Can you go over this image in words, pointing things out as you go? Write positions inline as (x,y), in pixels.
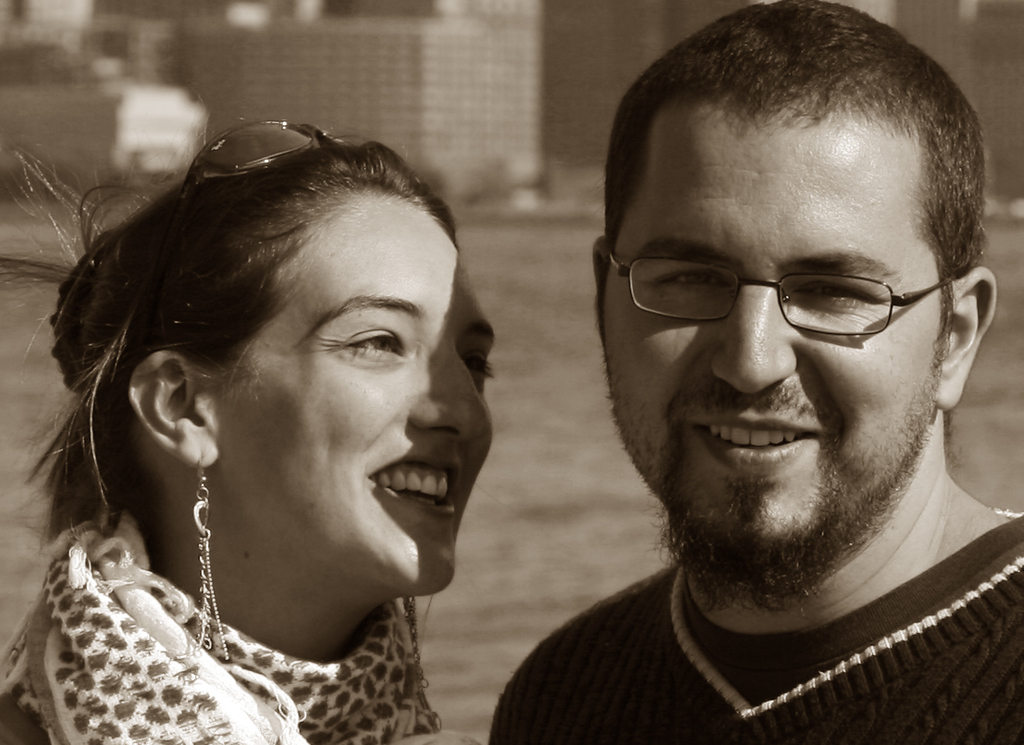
In the image two persons (310,729) are smiling. Behind them there are some buildings (138,137).
